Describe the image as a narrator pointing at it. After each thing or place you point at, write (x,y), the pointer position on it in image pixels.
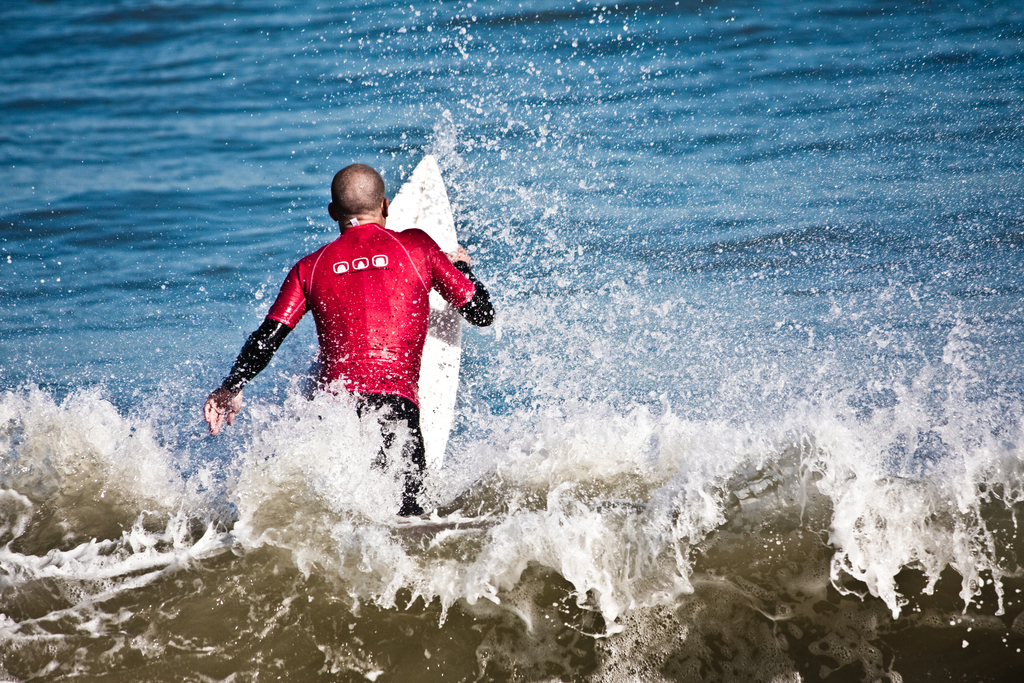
In the middle of the image (353,248), we can see a person (368,242) with a surfboard (441,226). In the backside of the image (534,174), there is a ocean (861,109) with blue in color. At the bottom of the image (559,583), there is a water (387,681) with dark in color.
